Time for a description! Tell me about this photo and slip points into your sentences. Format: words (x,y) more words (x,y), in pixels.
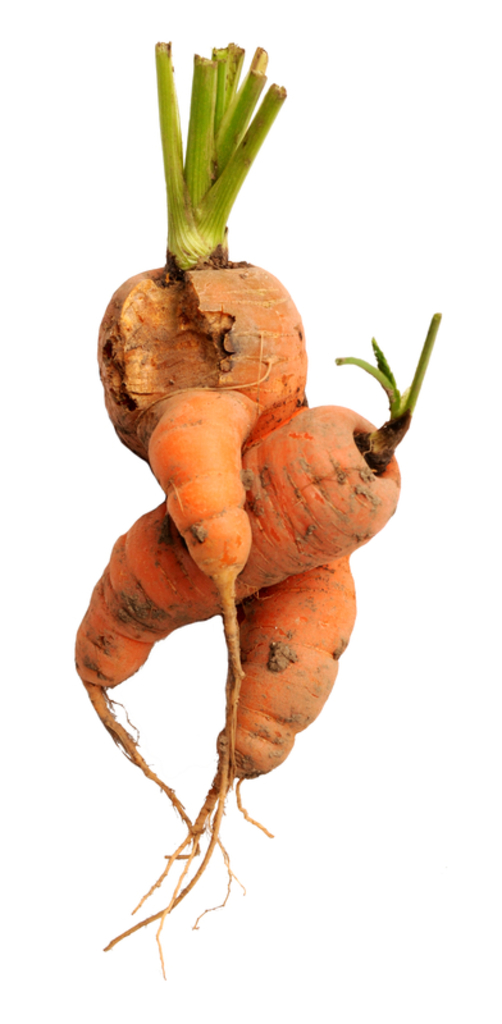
There are carrots (143,393). In the background (113,451) it is white.
